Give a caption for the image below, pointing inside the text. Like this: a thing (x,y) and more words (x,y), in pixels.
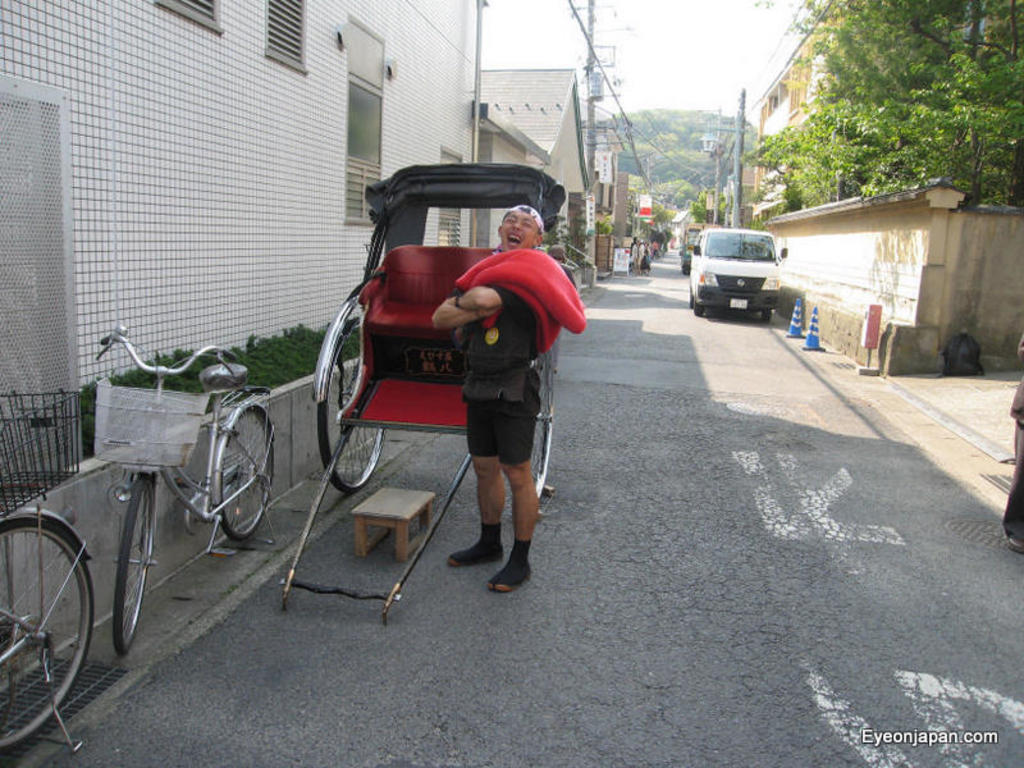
In the picture we can see a road (713,626) between the houses (118,286) and beside the house wall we can see some bicycles (39,626), cart (336,377) and a man (522,231) standing near it and on the other side, we can see some cars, and in the background (665,124) we can see trees (971,95) and sky (585,96).
